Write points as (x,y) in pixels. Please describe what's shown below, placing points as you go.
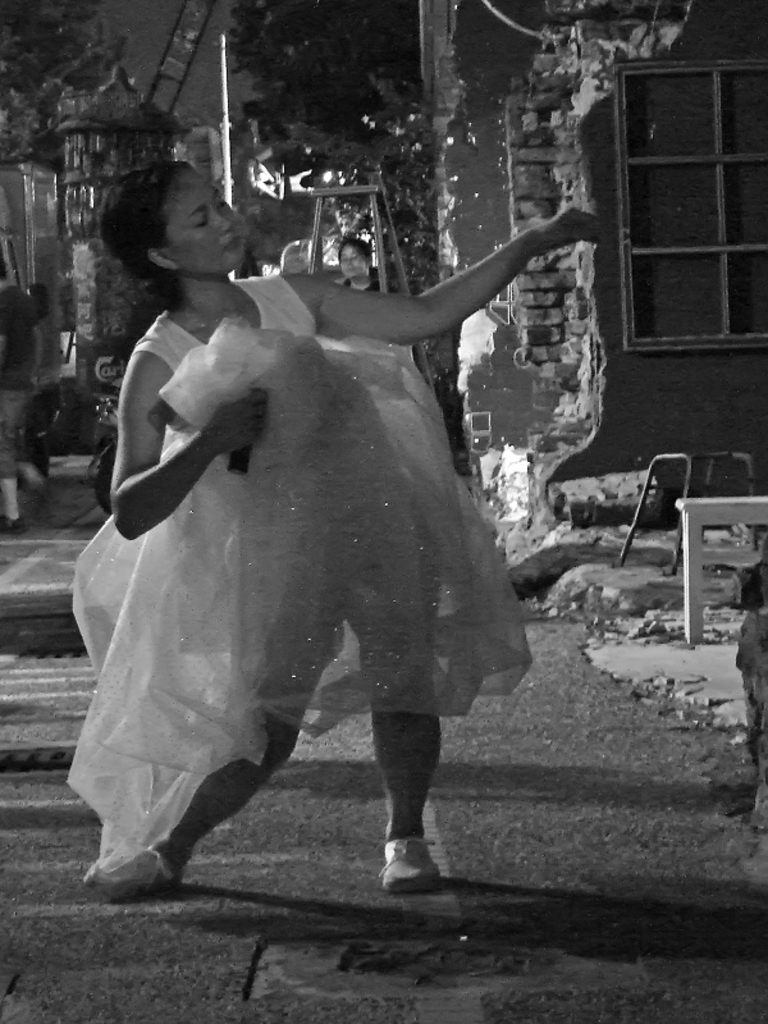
This is a black and white picture. I can see a woman (412,295) standing, there are stools (713,523), this is looking like a house (560,354), this is looking like a ladder (380,264), there is another person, there are trees (347,153) and some other objects (71,180).
